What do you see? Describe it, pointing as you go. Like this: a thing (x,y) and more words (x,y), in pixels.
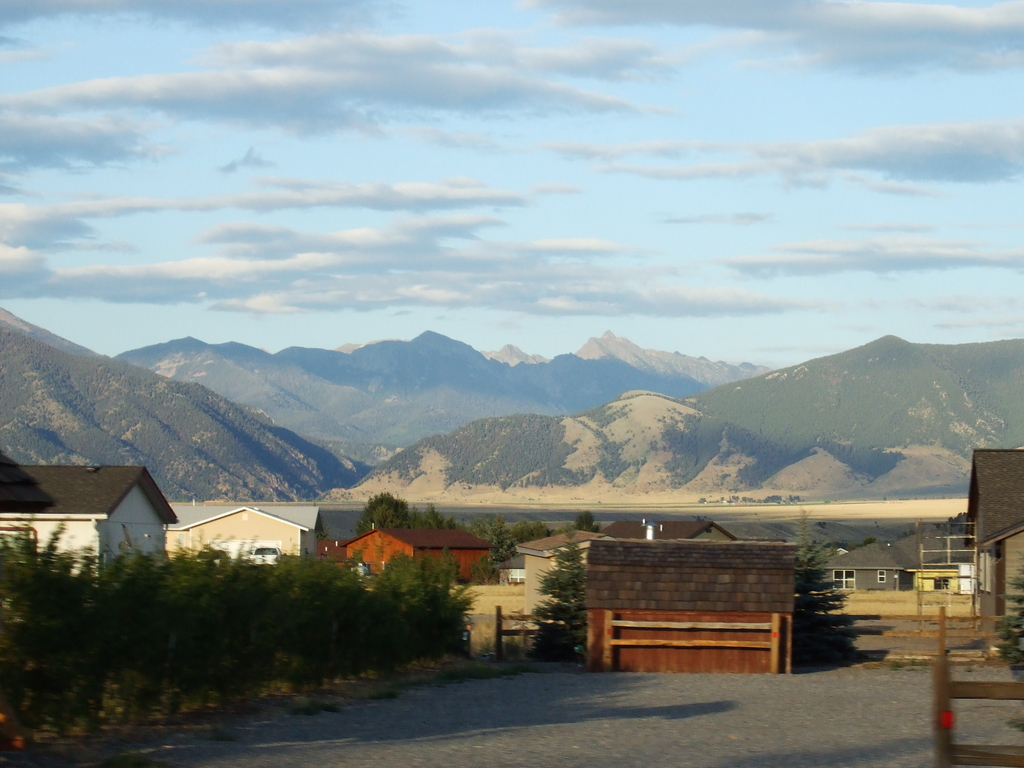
There are houses (905,567) and trees (146,620) in the foreground area of the image (599,598), there are mountains (355,389) and the sky (242,140) in the background (669,269).
